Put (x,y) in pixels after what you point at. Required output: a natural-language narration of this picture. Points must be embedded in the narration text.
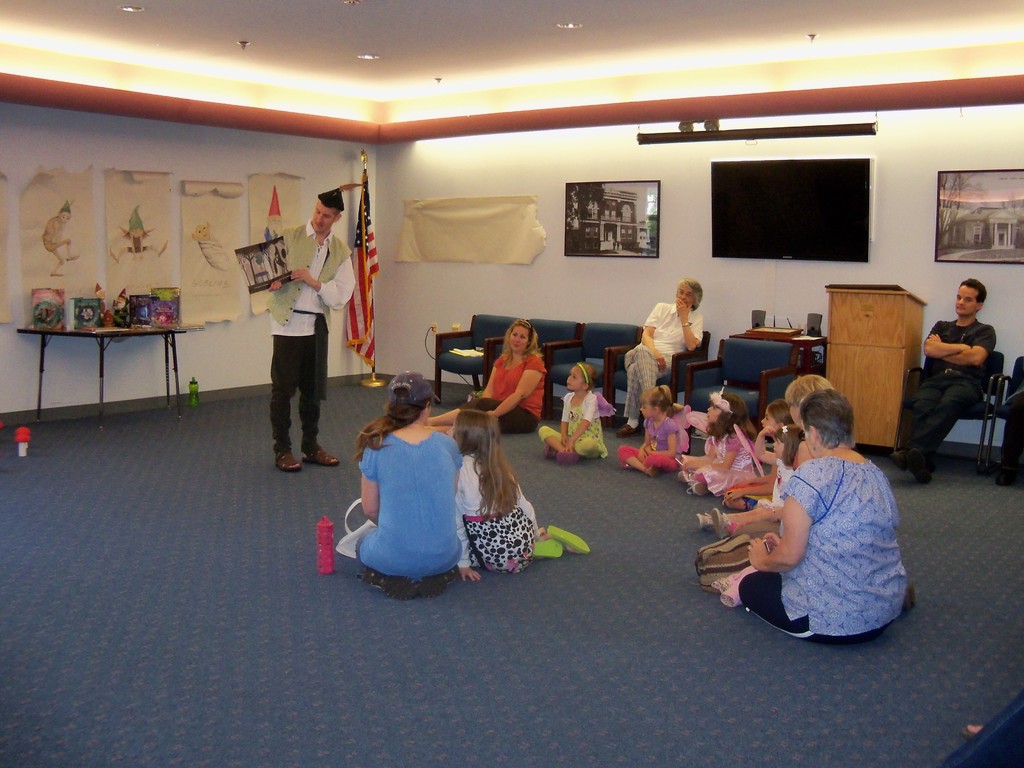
In the center of the image (496,383) there are people (661,389) sitting on the floor (412,738). In the background of the image (395,277) there is wall (693,223). There are photo frames (644,240). There is a tv (712,248). There is a person (341,200) standing and he is holding photo (252,260) in his hand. At the top of the image (512,68) there is a ceiling (569,12) with lights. At the bottom of the image (331,716) there is carpet (288,737).
